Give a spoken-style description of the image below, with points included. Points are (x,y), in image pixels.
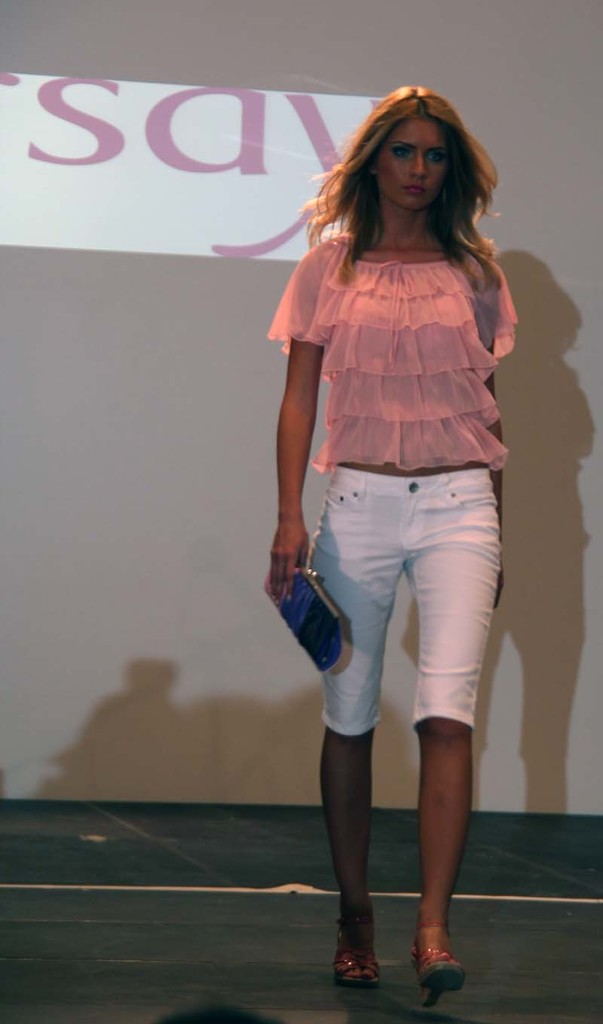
In this image we can see a lady (436,675) holding a wallet (333,624) and walking. In the background (137,154) there is a board (278,232).
